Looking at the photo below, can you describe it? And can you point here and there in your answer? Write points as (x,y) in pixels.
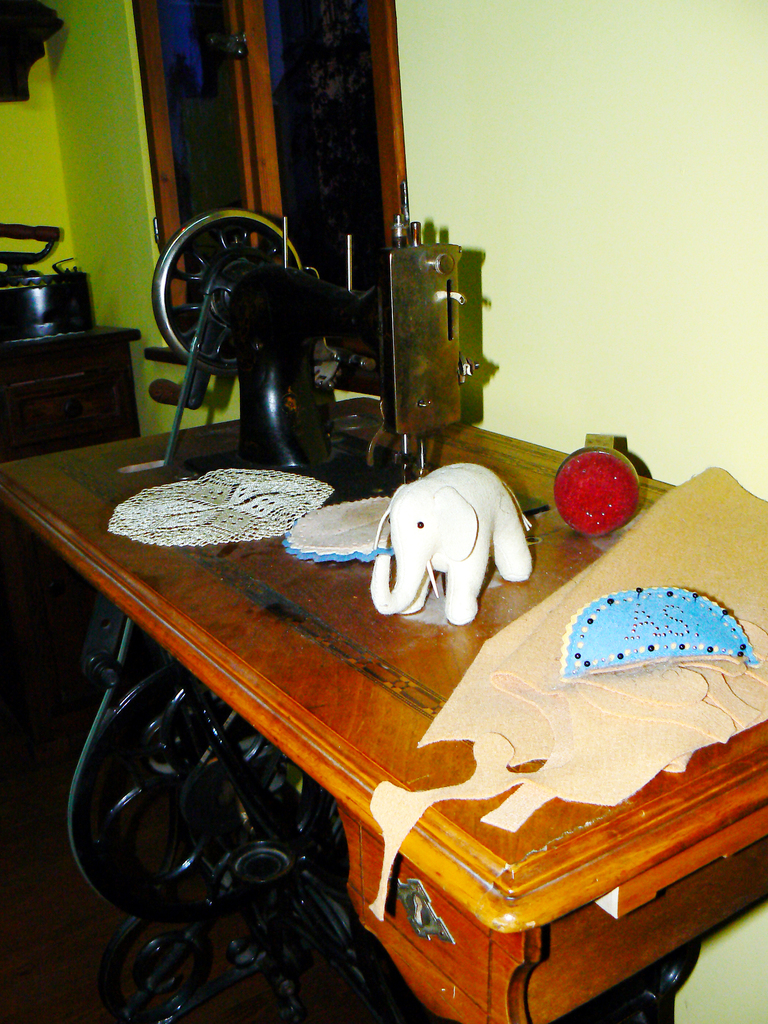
In this image I see a sewing machine (51,487) and a elephant toy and few papers (762,703). In the background (625,415) I see the wall (79,8) and the window (358,267).
